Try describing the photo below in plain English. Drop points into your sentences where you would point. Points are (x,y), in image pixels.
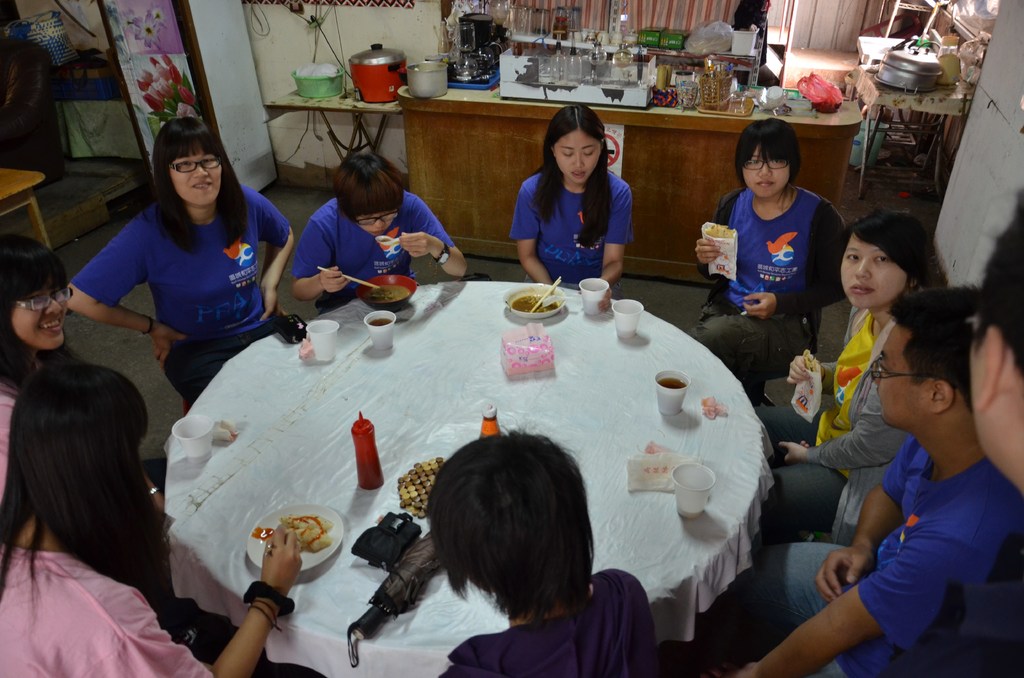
In the image I can see some people (199,319) who are sitting around the table (606,427) on which there are some glasses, bowls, umbrella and some other things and also I can see a desk (665,183) behind on which there are some things (819,87) placed.
